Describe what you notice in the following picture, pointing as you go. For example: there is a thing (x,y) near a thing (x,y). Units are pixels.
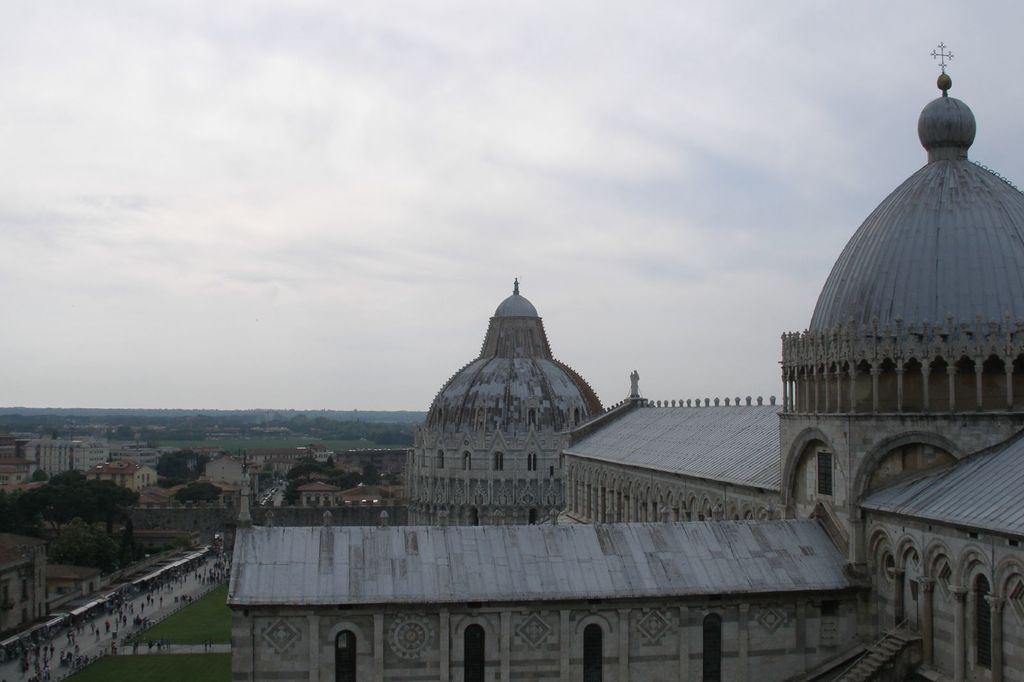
In this image, we can see buildings (487,542), trees (88,508) and there are people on the road (200,581). At the top (463,181), there is sky (406,238).
